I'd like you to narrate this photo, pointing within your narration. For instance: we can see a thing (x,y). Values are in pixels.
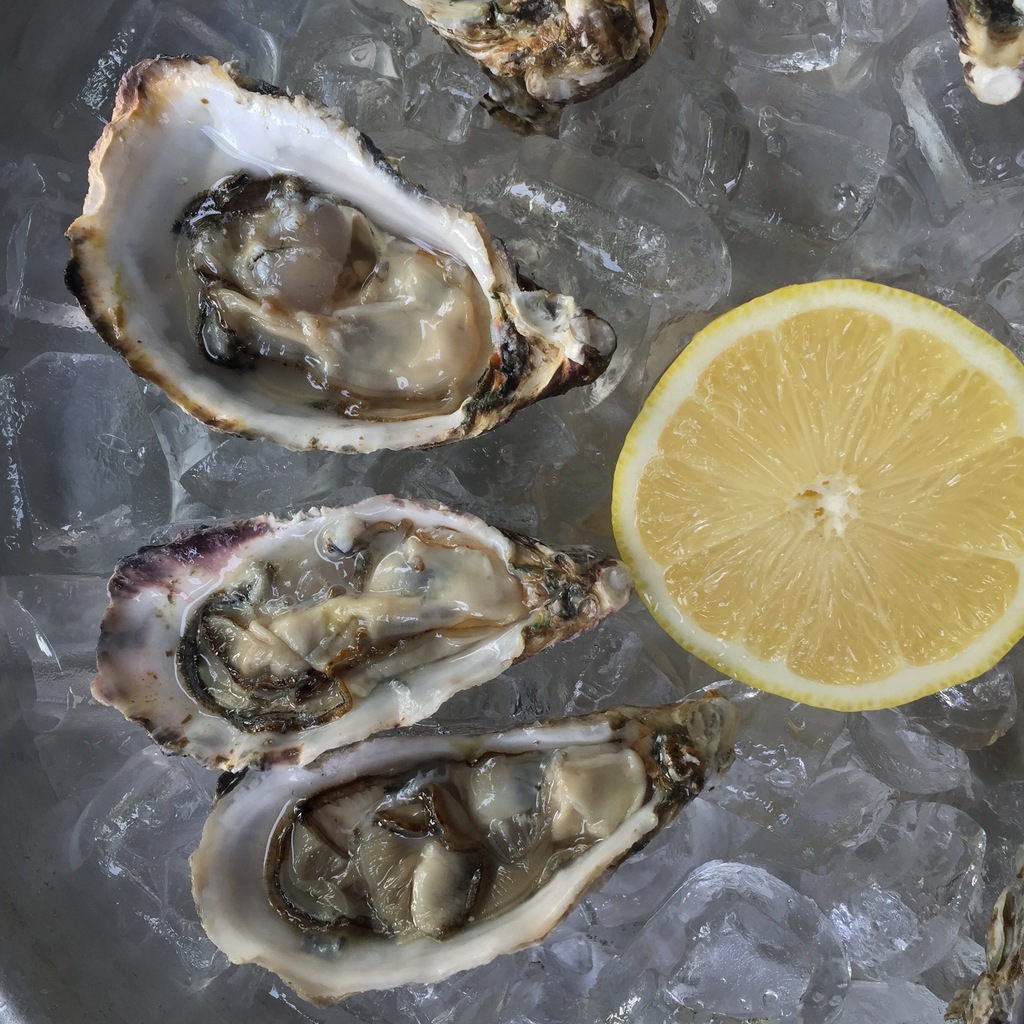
In this image we can see the sea food (391,163) and also the lemon (821,454). In the background (748,249) we can see the ice (829,980).
